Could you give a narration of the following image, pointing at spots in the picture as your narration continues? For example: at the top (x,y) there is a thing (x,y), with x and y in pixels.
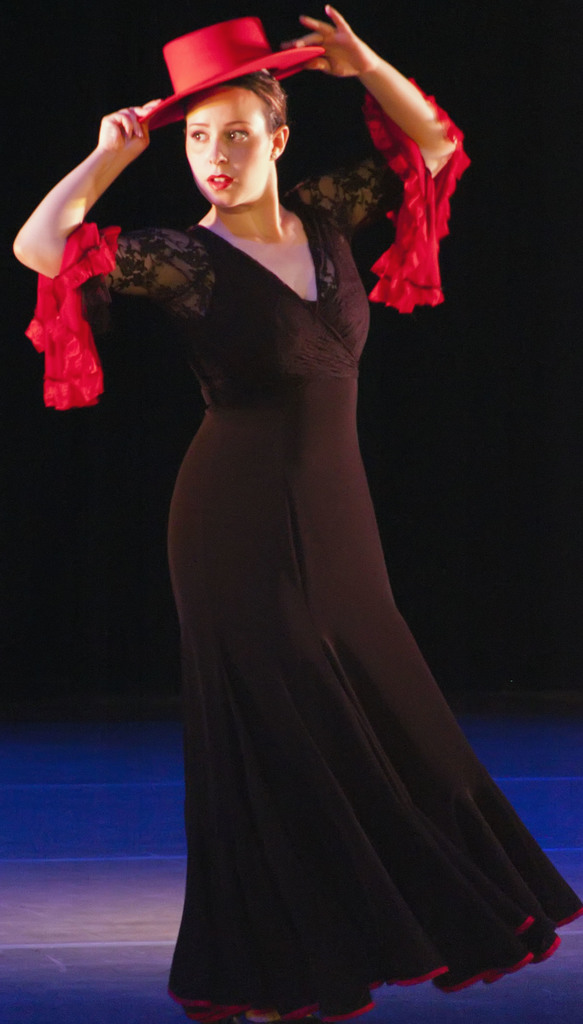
In this image the background (524,604) is dark. At the bottom of the image (92,959) there is a floor (68,845). In the middle of the image (269,415) a woman (211,478) is standing and she is holding a hat (178,76) in her hands (140,139). She has worn a black dress (317,415).
